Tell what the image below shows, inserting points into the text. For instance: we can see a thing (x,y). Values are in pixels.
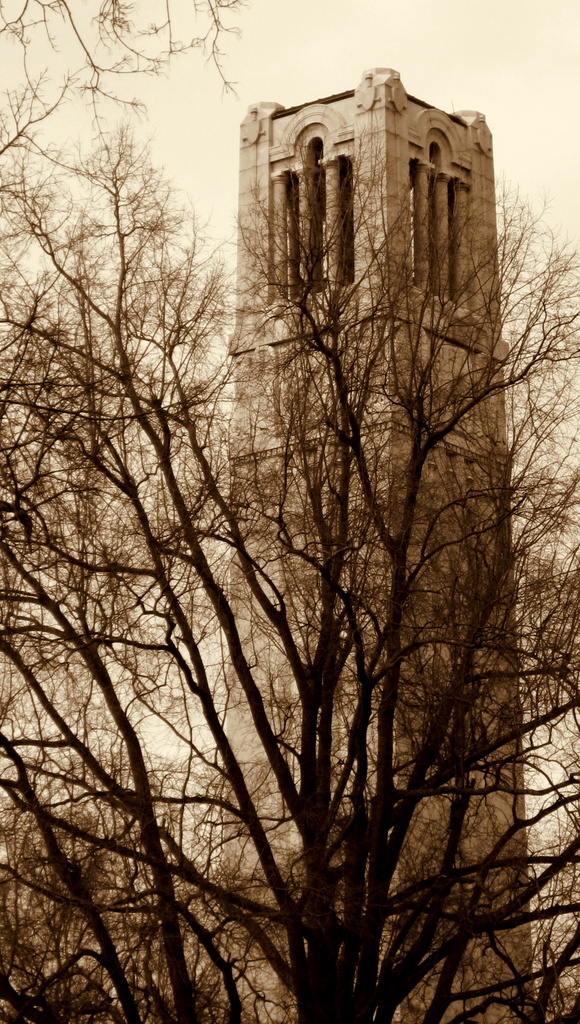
In this image there are trees (325,664), in the background (269,347) there is a tower (453,532).
